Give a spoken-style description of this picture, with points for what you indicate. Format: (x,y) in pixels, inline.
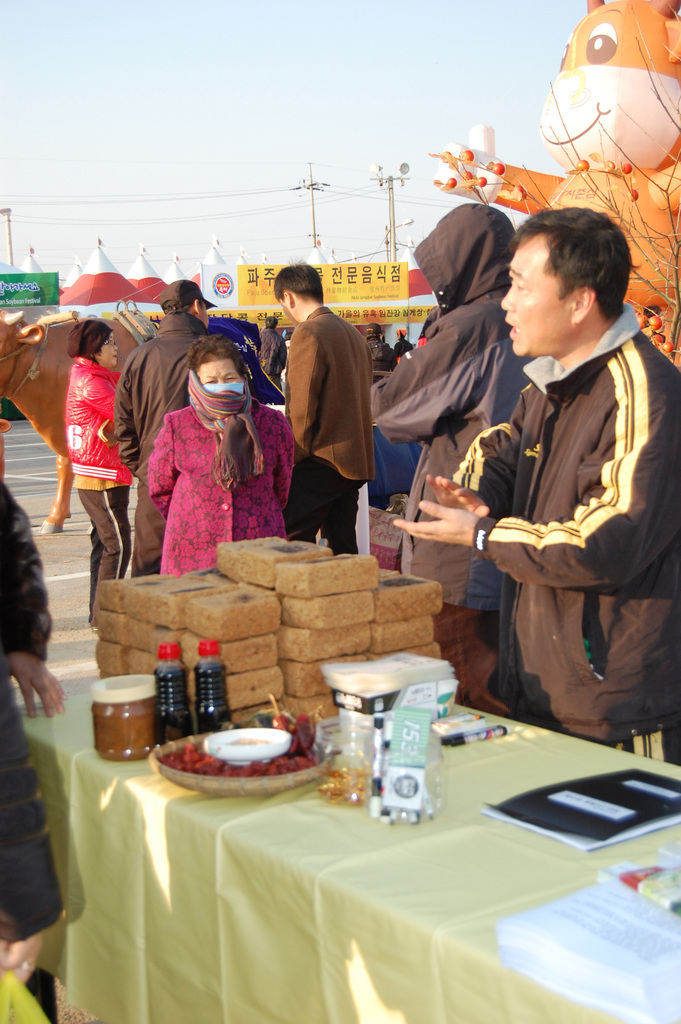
In this picture outside of the city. There is a group of a people (324,403). They are standing on a roadside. There is a table (438,855). There is a bottle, plate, jar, paper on a table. We can see in background (179,220) sky (138,77), trees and street lights (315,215). On the right side (561,357) we have a another person (581,357). He is talking.
